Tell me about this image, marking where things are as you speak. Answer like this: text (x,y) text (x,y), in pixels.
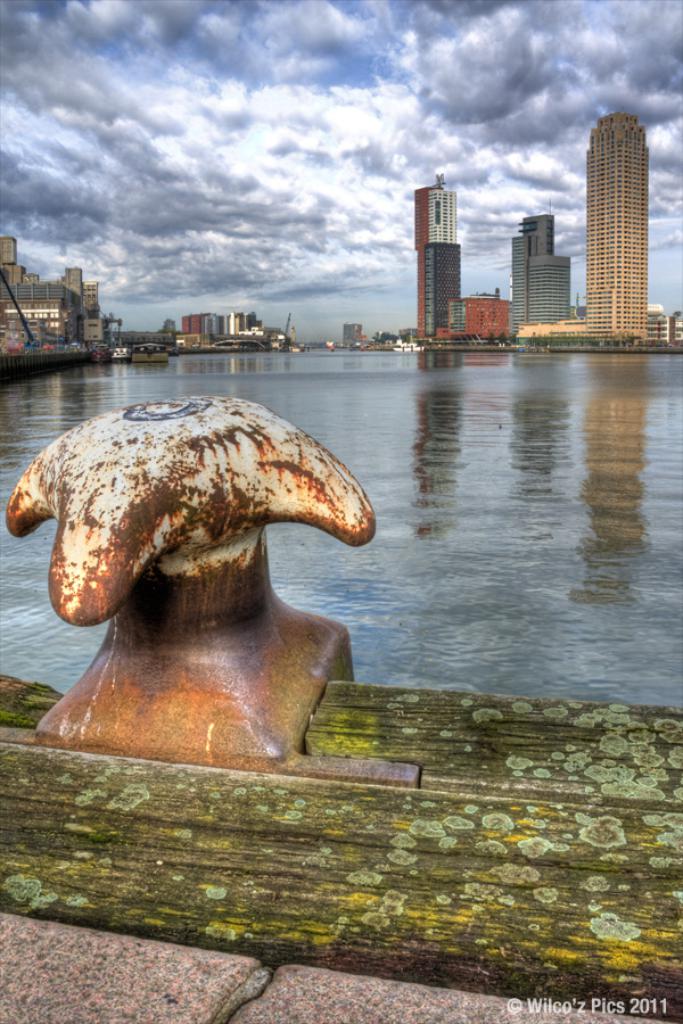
In the foreground (429,734) there is an iron object (190,662) and stone wall (55,945). In the center of the picture (445,537) there is a water body (310,432). In the background (248,321) there are buildings (623,324) and other objects (104,358). Sky (245,127) is cloudy.
